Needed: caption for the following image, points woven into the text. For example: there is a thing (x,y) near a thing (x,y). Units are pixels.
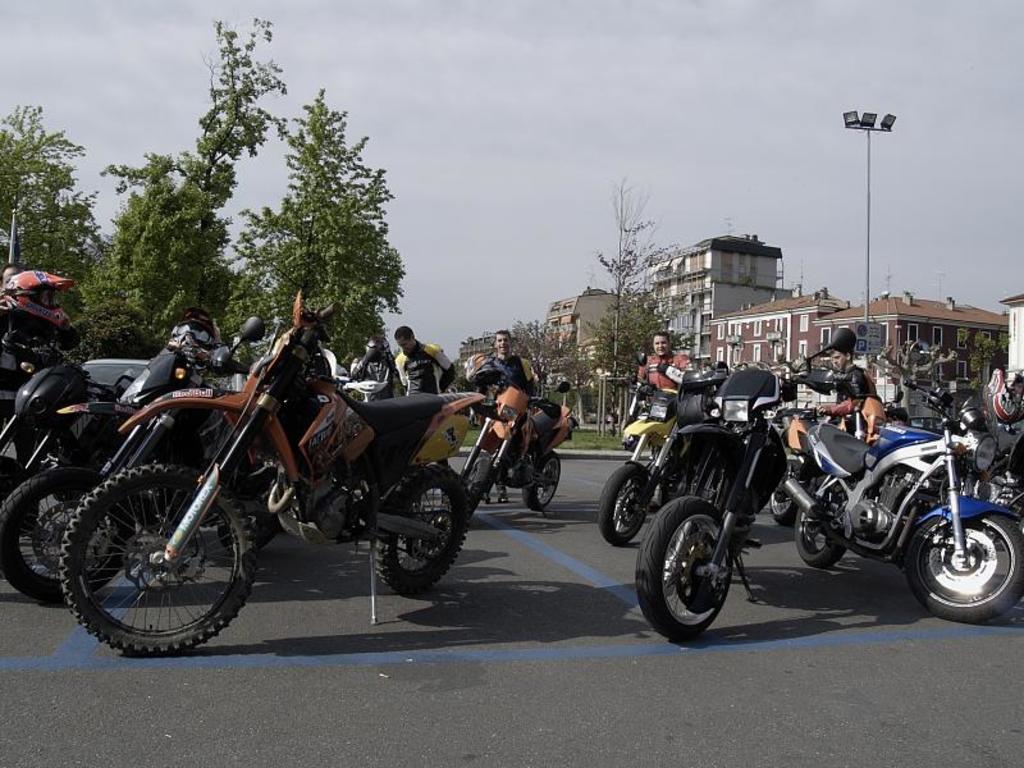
In this image we can see some vehicles (379,428) and persons (429,387) on the road (566,465), there are some trees (911,375), building (876,375) with windows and a pole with lights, in the background (861,138) we can see the sky (19,81).
